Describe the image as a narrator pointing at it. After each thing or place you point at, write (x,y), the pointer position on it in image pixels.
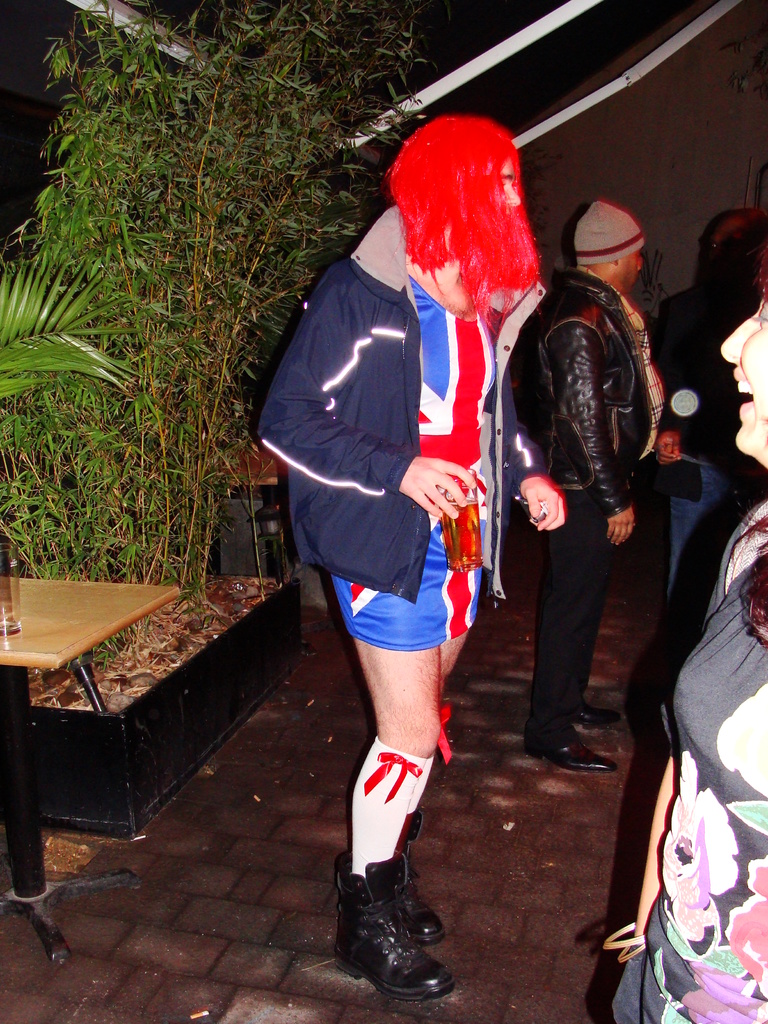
In this image there are a few people (410,705) standing. Behind them there are plants (142,403). To the left (32,602) there is a table (98,634). There is a glass (17,567) on the table (40,588). In the background (606,148) there is a wall (661,97).
